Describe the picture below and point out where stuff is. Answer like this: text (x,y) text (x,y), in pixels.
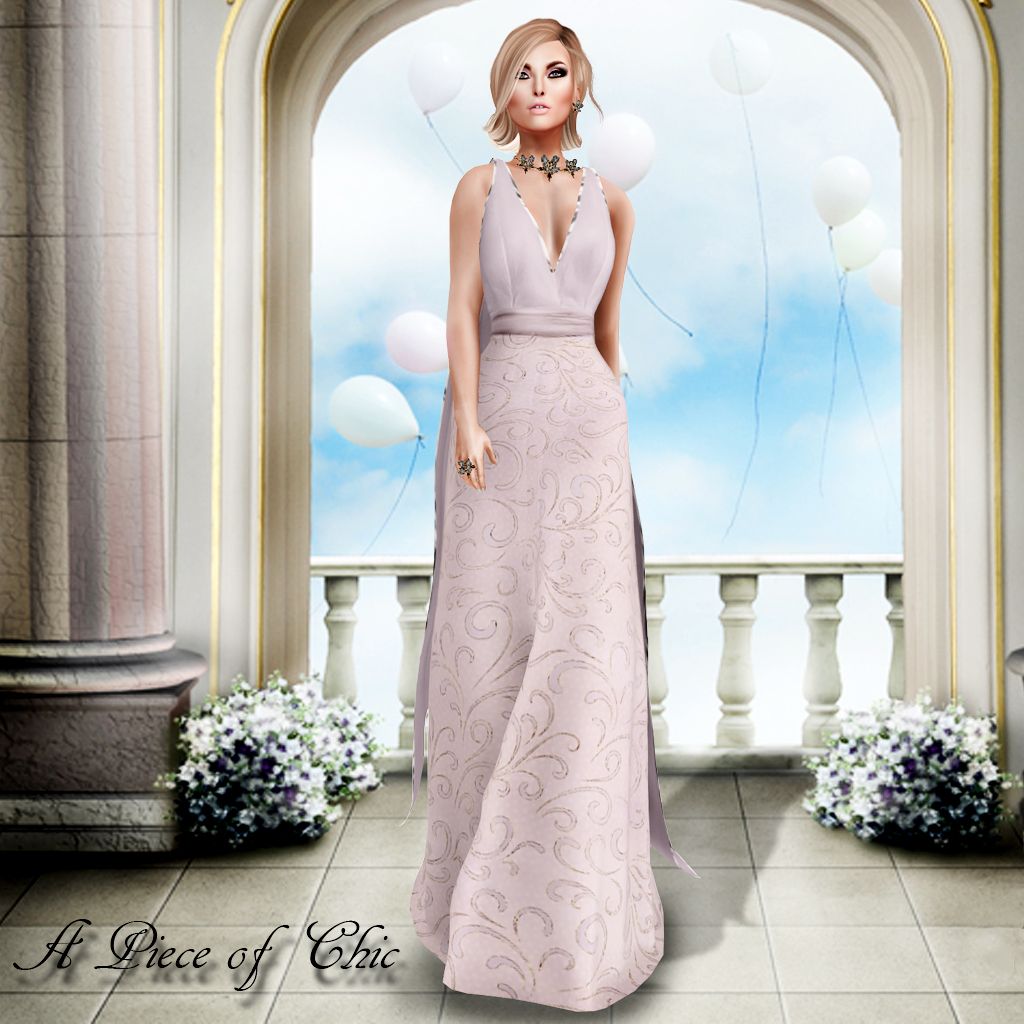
This is an animated image. In the image there is a lady (528,770) standing on the floor (462,1002). On the floor (766,784) there are plants (308,732) with flowers (975,767). On the left side of the image (60,35) there is a pillar (61,49). Behind her there is an arch (936,635). And also there are balloons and sky (427,513) in the background (713,172). In the bottom left corner of the image (120,961) there is a name (159,949).
